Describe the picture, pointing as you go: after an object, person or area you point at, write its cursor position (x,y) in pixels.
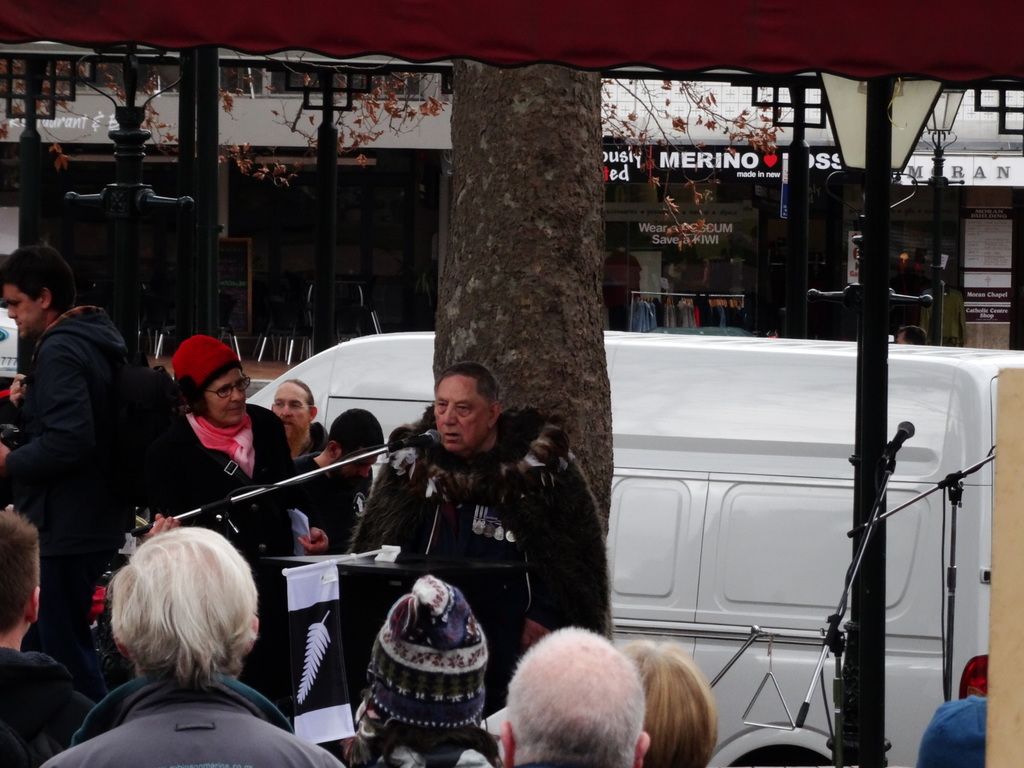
In this image we can see few persons (235,570) and a man (534,488) is standing at the podium (477,570), mic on a stand (228,503). On the right side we can see microphones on the stands (951,638). In the background (370,364) we can see a vehicle (413,389), stores (274,195), name boards (614,148) on the walls (978,199), tents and we can see objects (690,308).
